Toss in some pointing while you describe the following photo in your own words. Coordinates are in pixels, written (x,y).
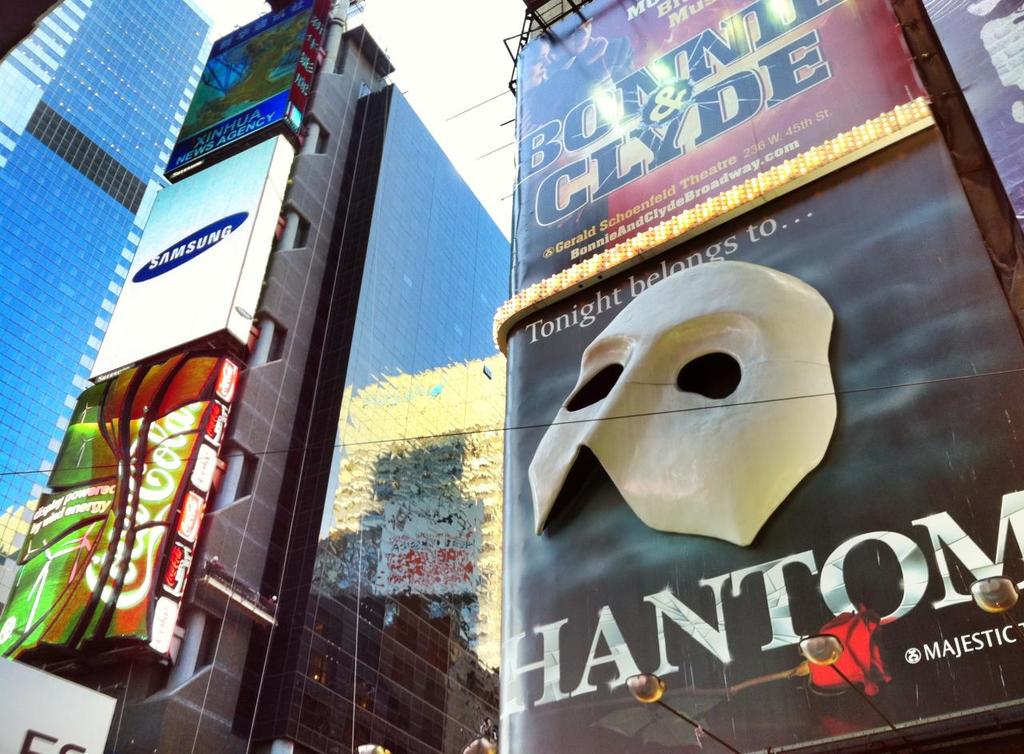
In this picture I can observe buildings (304,510). There are advertisements (210,273) on the walls (352,469) of the buildings (628,241). In the background (426,69) I can observe sky (428,90).
